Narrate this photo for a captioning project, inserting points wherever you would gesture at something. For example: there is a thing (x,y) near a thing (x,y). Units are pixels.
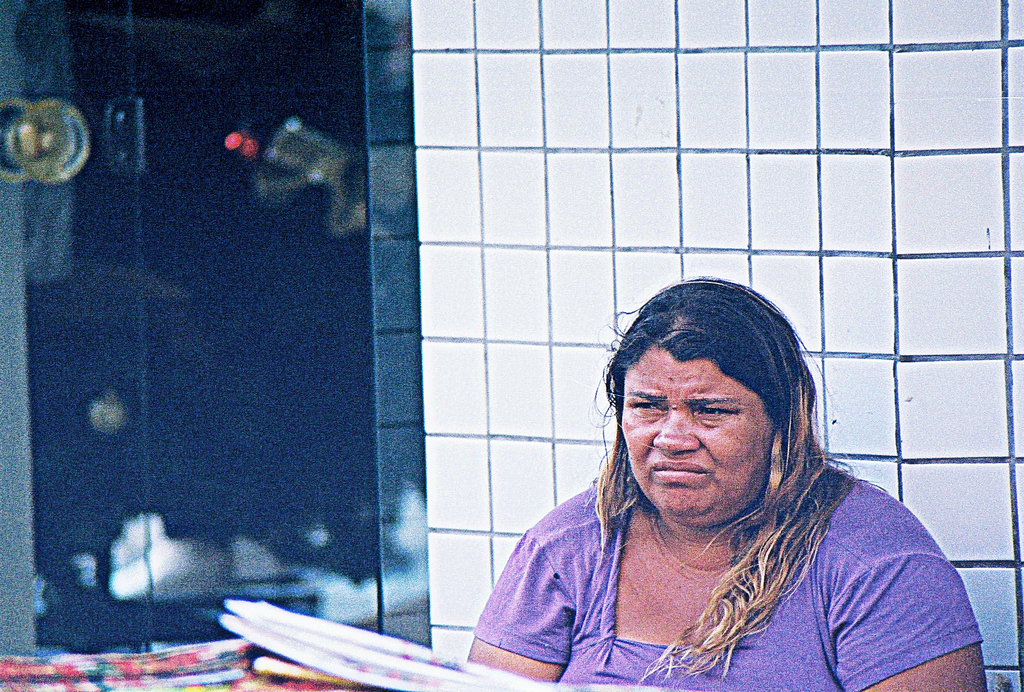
In this picture we can see a woman (763,649) wearing a purple t-shirt (859,571), sitting in the front (676,558) and looking left side. Behind we can see the white cladding tiles (577,155) and a glass door (74,282).
